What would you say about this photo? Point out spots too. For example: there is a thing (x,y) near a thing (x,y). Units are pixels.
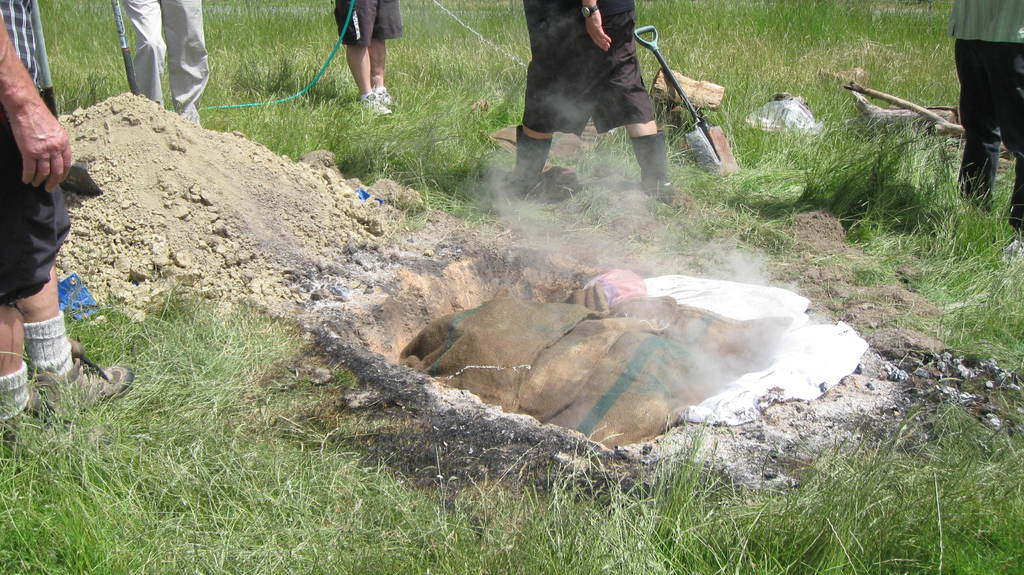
In this image, we can see gunny bags (611,317), clothes (794,320) in the hole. In the background (614,90), there are some people (591,87), rocks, logs (694,93) and some ropes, sand (282,200). At the bottom (249,463), there is ground (263,473).
